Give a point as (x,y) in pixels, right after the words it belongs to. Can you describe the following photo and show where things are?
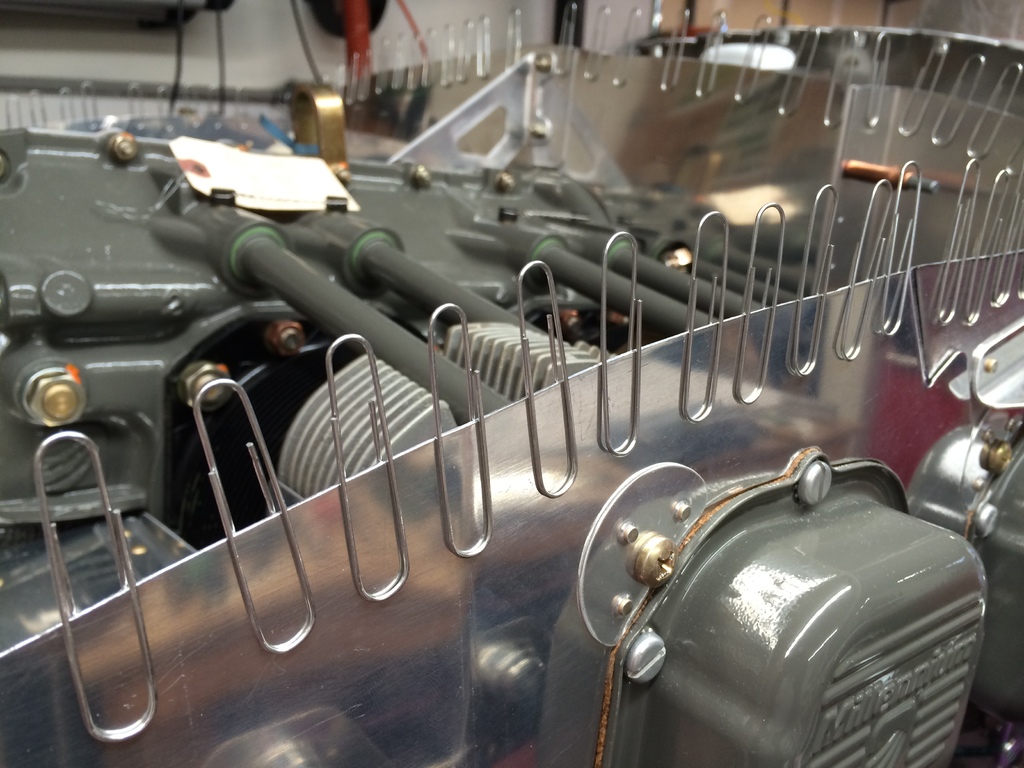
In this image I can see an equipment (510,355), a white colour thing (206,170) in background (303,210) and I can also see number of pins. Here I can see something is written.
